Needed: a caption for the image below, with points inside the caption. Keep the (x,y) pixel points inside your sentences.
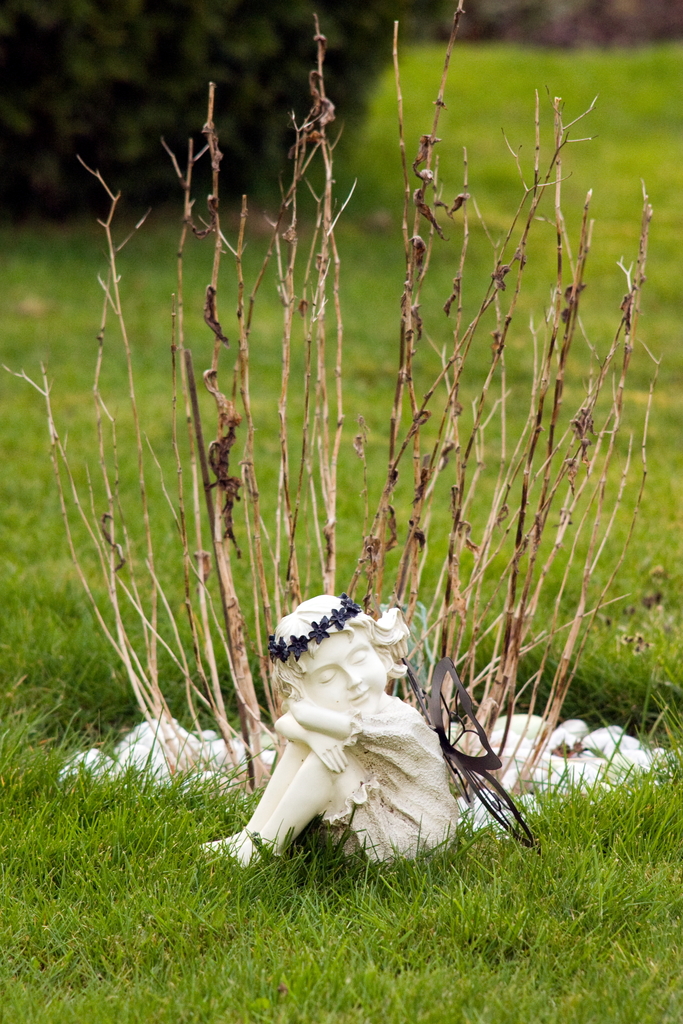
At the bottom of the image (371,912) we can see a sculpture (295,684) and grass (233,955). In the center (236,638) there is a plant (427,402).
